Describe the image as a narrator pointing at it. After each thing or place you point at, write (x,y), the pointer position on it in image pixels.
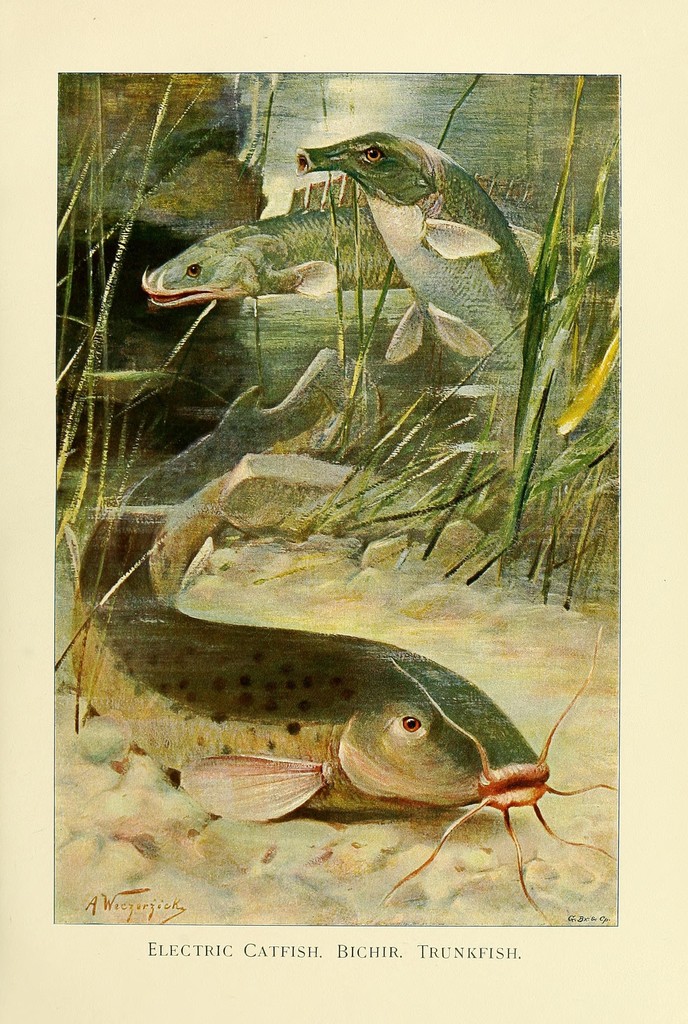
In the picture we can see a painting (514,648) of some fishes (268,284) and grass plants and behind it we can see some rocks (210,206).
